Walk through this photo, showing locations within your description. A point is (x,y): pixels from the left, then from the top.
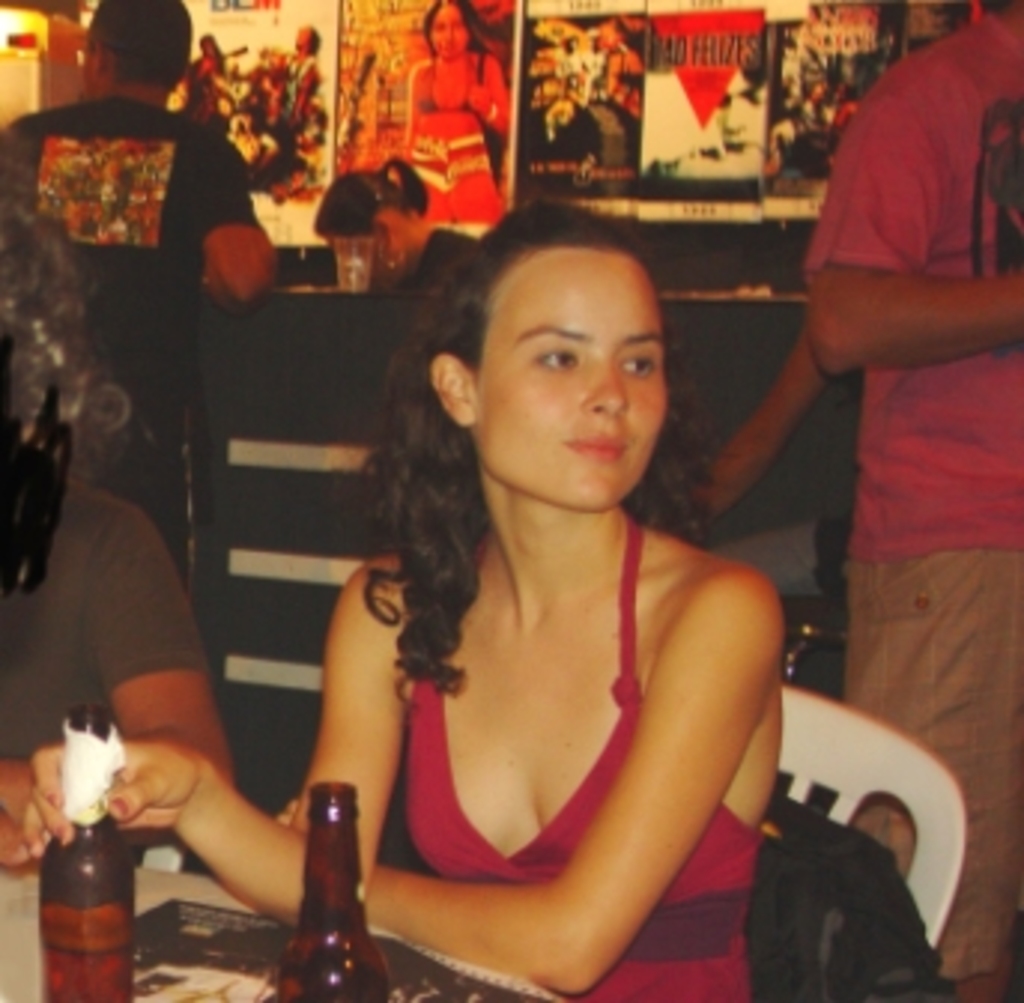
In the given image we can see a woman (553,659) sitting on a chair (790,738). These are the bottles (78,863). There are many other person's (147,173) back of her.
